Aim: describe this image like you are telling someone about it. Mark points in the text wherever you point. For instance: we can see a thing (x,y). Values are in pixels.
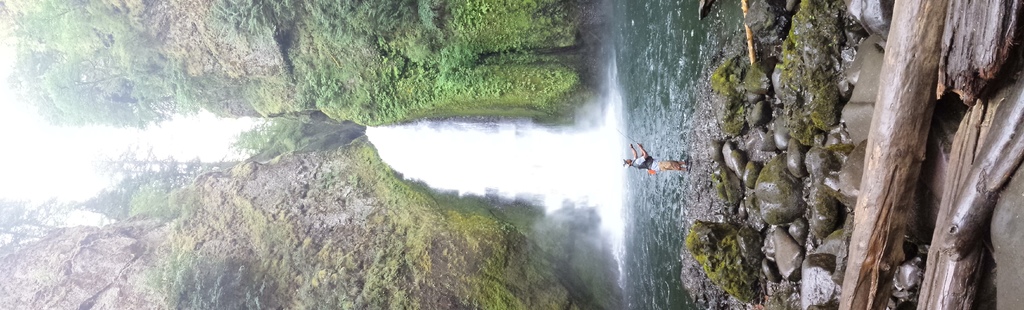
There are logs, stones (705,149) and a person (643,156) standing on the right side (746,158), it seems like mountains (298,210) and water (648,143) in the center of the image (402,174).
